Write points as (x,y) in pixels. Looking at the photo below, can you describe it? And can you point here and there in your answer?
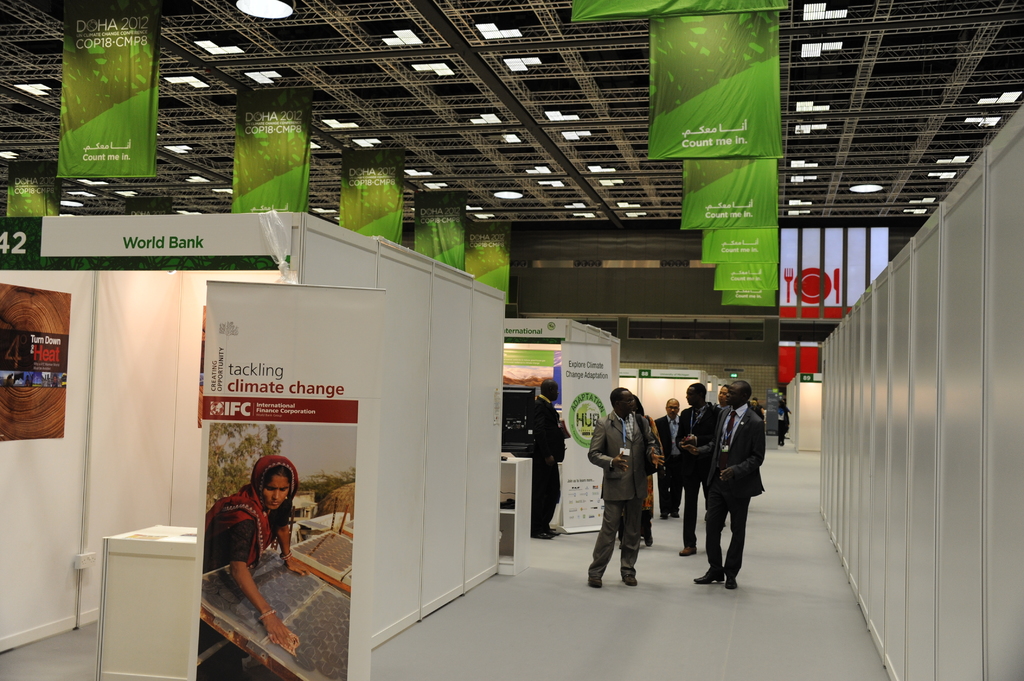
In this image there are some persons (622,483) standing at right side of this image (704,482) and there are some lights (221,53) are arranged at top of this image (419,175). There are some cabins (447,493) as we can see at left side of this image (188,484) and there is a floor (643,595) at bottom of this image (562,645).
